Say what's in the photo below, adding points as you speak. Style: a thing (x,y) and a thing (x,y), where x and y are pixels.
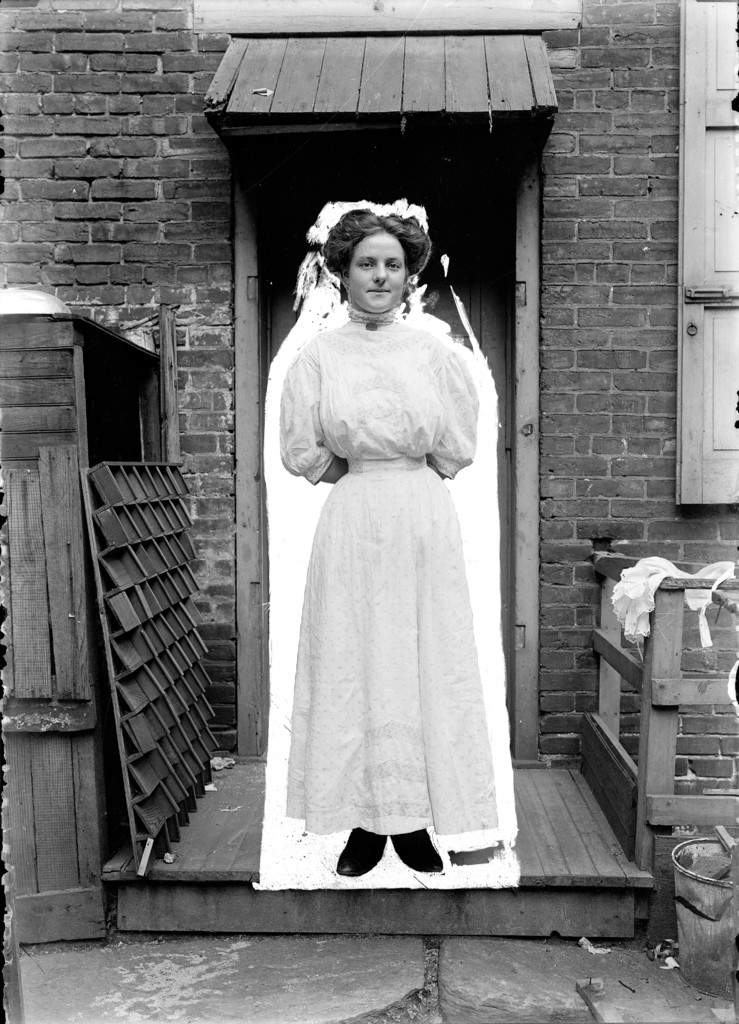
This image is a black and white image. This image is taken outdoors. In the background (601,288) there is a house (201,203) with a wall (137,164), a window (700,223) and a door (512,275). In the middle of the image (384,617) a woman (377,810) is standing on the floor (213,843). It is a wooden platform (224,864). At the bottom of the image (243,967) there is a floor (515,975). On the right side of the image (646,736) there is a wooden fence (646,736) and there is a bucket (705,926) on the floor (614,986). On the left side of the image (110,583) there is a wooden cupboard (19,332).
